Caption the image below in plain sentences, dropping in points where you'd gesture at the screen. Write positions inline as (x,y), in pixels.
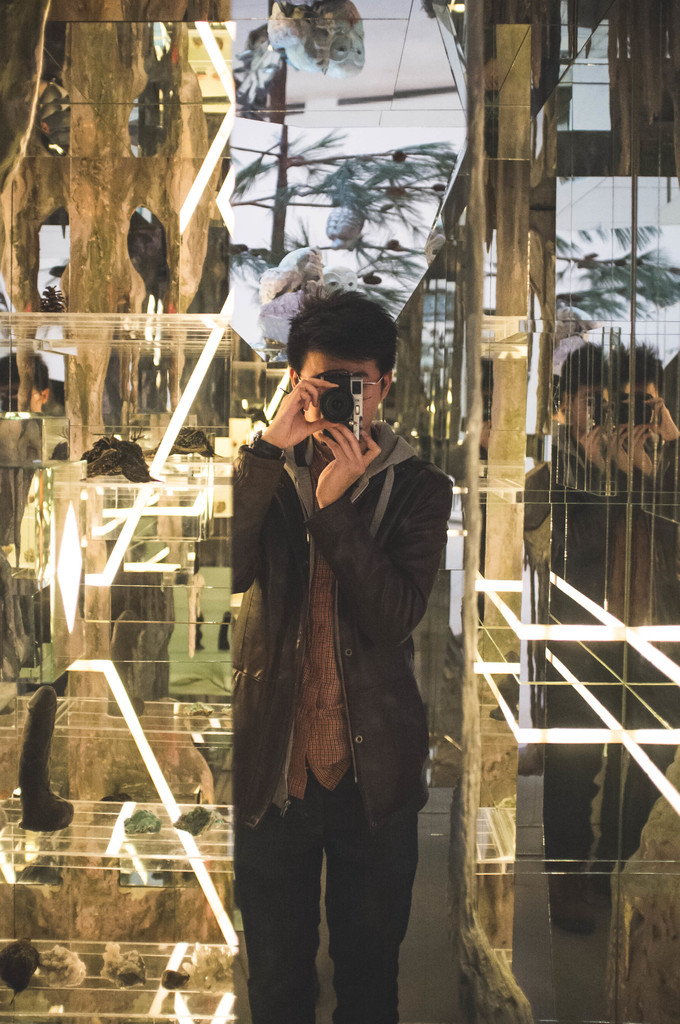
In this picture in the middle (400,681), we can see a man (403,705) standing and he is also holding camera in his two hands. In the background (229,530), we can see glass doors (543,583) and some trees (398,291).
